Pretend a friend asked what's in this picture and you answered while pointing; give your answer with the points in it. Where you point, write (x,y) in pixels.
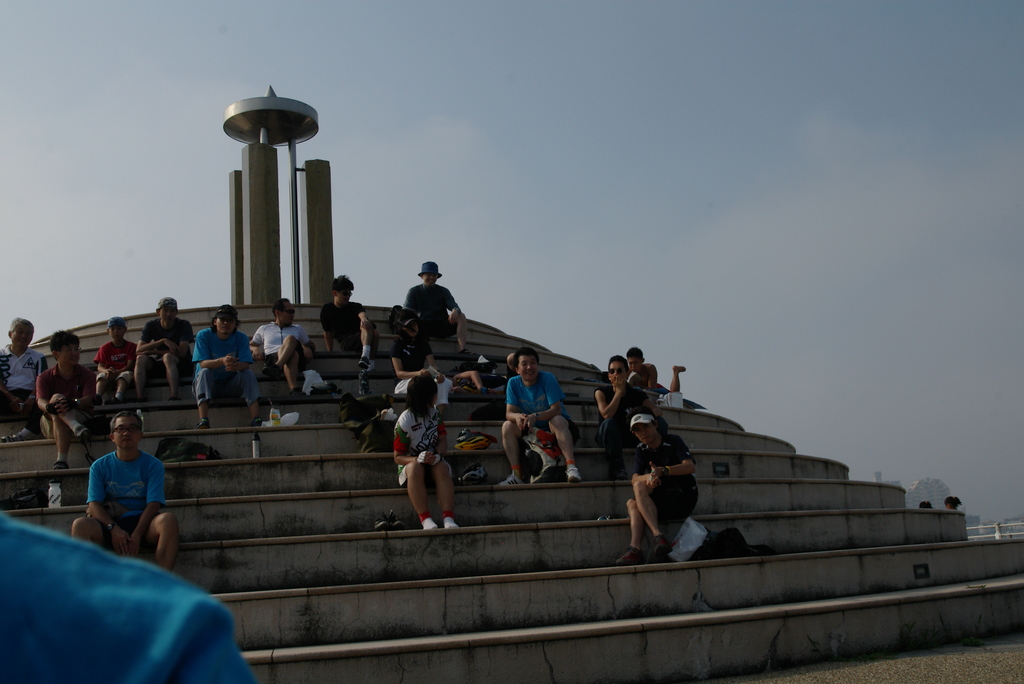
This is the picture of a place where we have some people (127,506) sitting on the staircase (583,456) and behind there is a pillar like thing (294,205).
